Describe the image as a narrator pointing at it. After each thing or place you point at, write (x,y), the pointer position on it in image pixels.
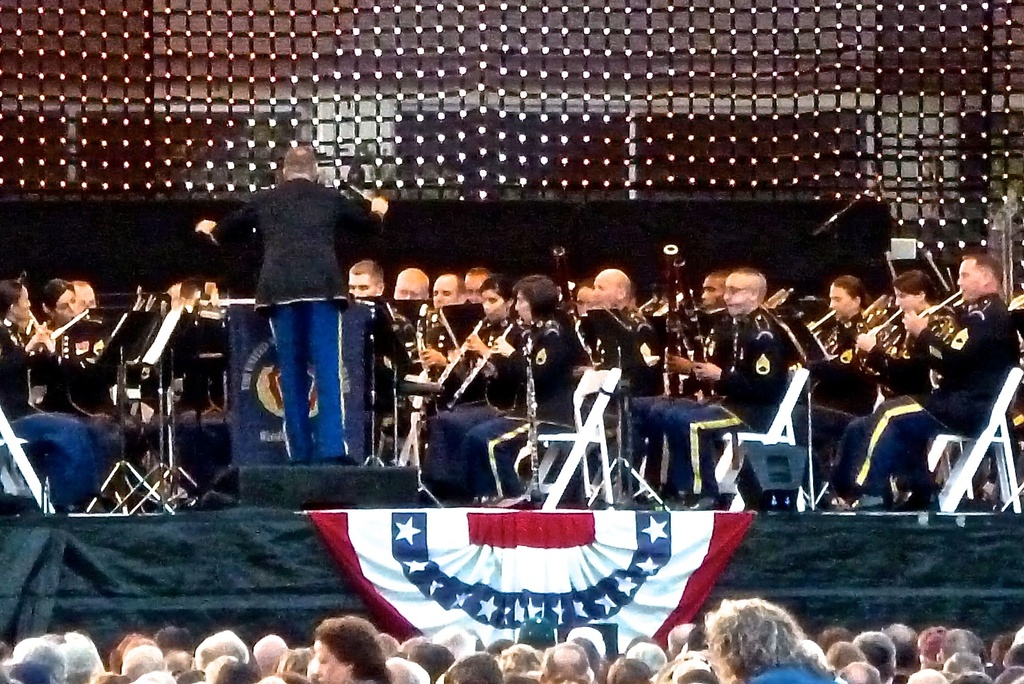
In the picture I can see few audience (616,658) and there is a stage (428,501) in front of them which has few persons (100,328) sitting and playing musical instruments (673,332) and there is a person (308,333) standing in middle of them is holding a stick (366,194) in his hand (372,199) and there is a net (564,50) in the background (719,86).
